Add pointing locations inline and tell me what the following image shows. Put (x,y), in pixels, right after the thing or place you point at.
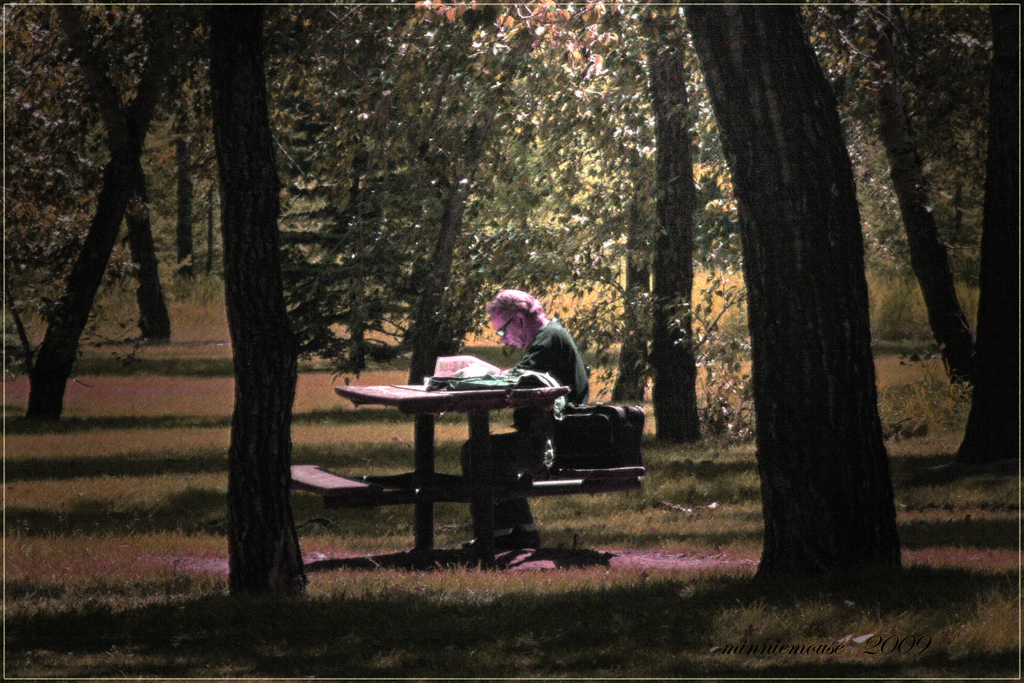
There is a man (553,338) sitting on the bench (323,499) in the garden (474,616) looking at the newspaper (465,368). In the background (597,244) there are trees (590,206) and grass (724,480) on the floor (720,482).
